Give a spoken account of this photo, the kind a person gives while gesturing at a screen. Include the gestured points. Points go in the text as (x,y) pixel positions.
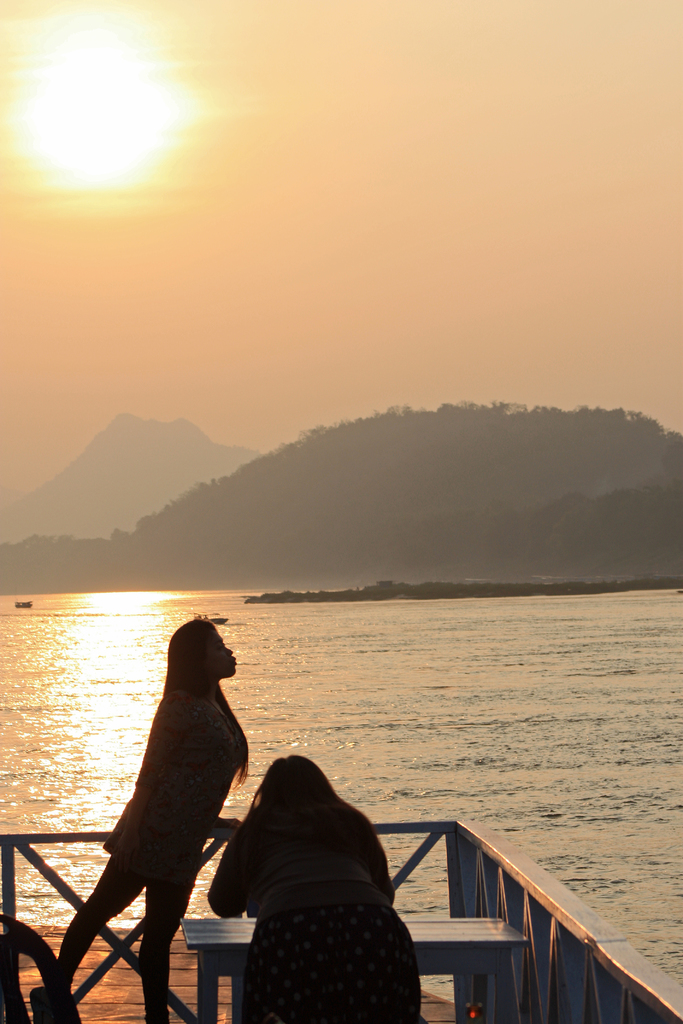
In this picture we can see two people (69,941) and a bench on a platform (66,931) and in the background (483,728) we can see water (264,743), mountains (514,547), sky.
